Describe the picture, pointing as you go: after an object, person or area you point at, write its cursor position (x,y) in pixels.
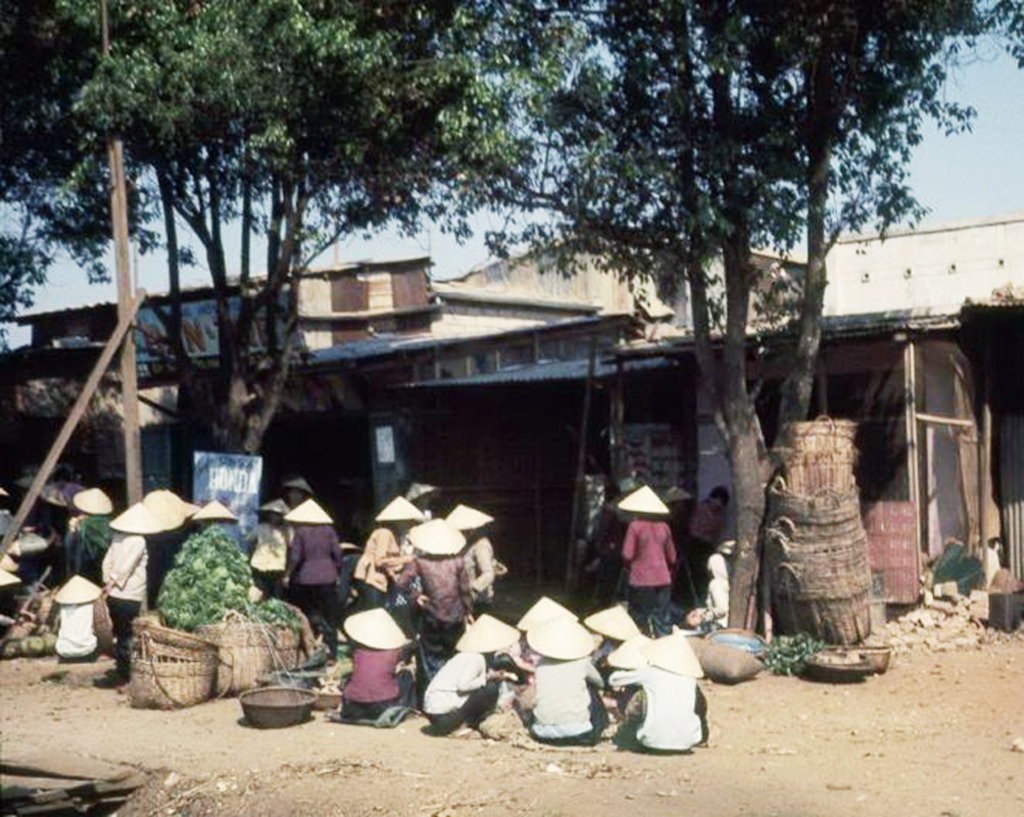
On the right side of the image (833,679) we can see a tree (743,588), containers (797,460), building (945,387) and some vegetables (791,647). At the bottom of the image (253,546) we can see a ground (333,775), vegetables (190,602), containers (275,668), persons (495,694). On the left side of the image (83,614) we can see persons (129,600), pole (130,327), tree (180,365) and building (107,399). In the background (839,161) there is a sky (916,190).
